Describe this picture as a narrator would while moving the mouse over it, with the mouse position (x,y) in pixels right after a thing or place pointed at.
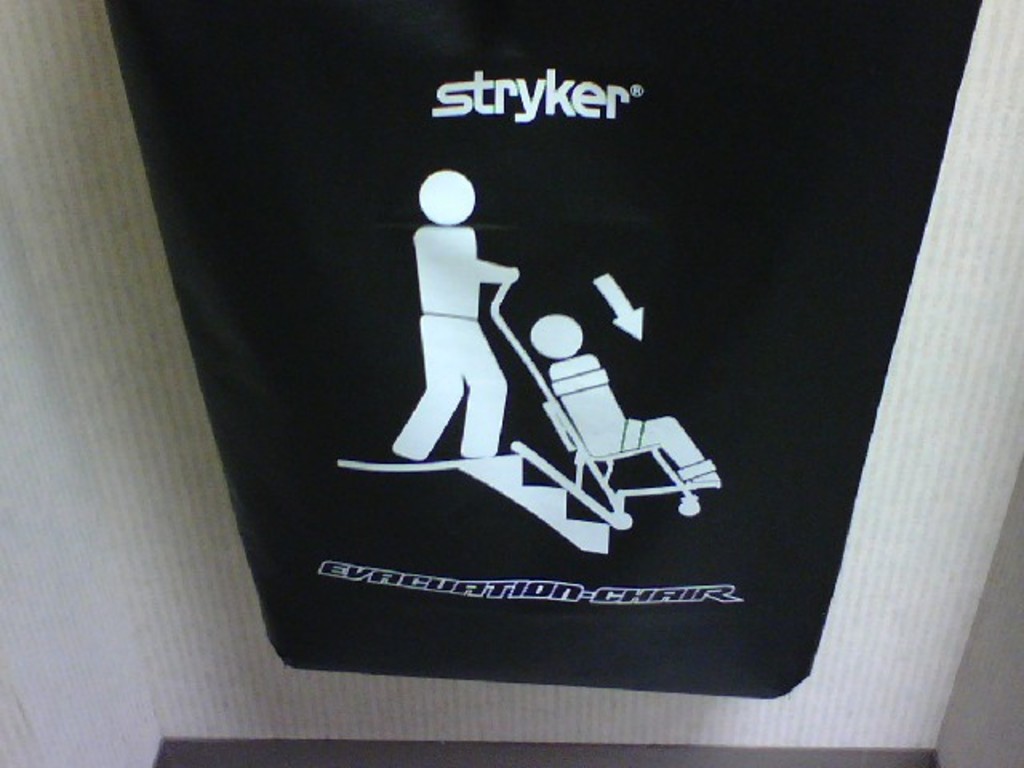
In this image there is a black color cloth (346,502) and on the cloth (442,644) there is a person (438,288) holding the wheel chair (510,340) and on the wheel chair (522,356) there is another person (618,426). On the black color cloth (560,213) there is white color text (559,591). The background of the image (122,683) is white.
